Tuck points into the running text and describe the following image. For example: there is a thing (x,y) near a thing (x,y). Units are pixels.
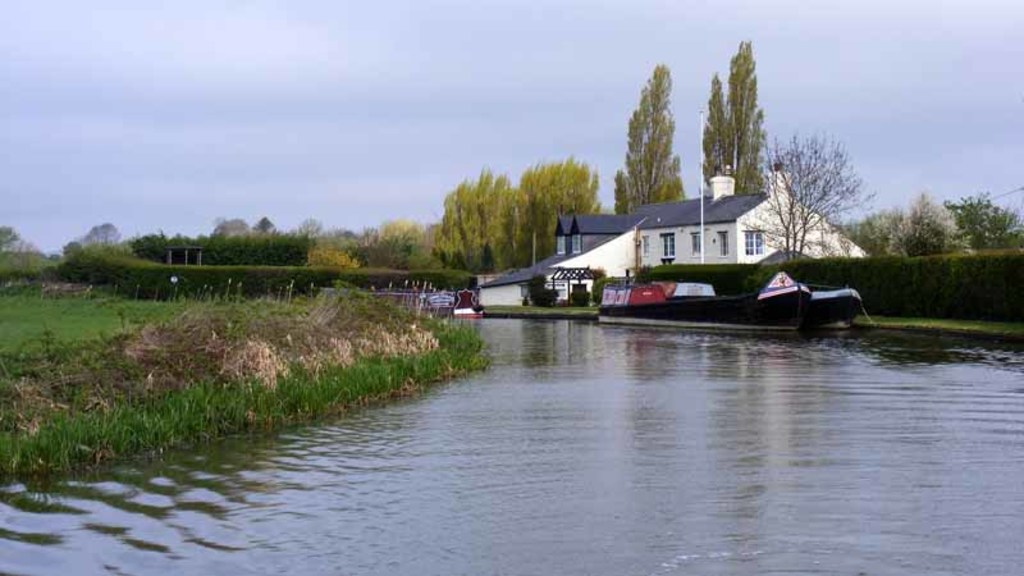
This picture is clicked outside. In the foreground (566,413) we can see a water body (569,460) and we can see the green grass (327,374), plants (331,316), trees (713,154) and some other items (579,277) and we can see the boats (688,296), house (672,240), metal rods (701,196) and some other items (561,282). In the background (777,65) we can see the sky (260,186) and the trees (520,227).
